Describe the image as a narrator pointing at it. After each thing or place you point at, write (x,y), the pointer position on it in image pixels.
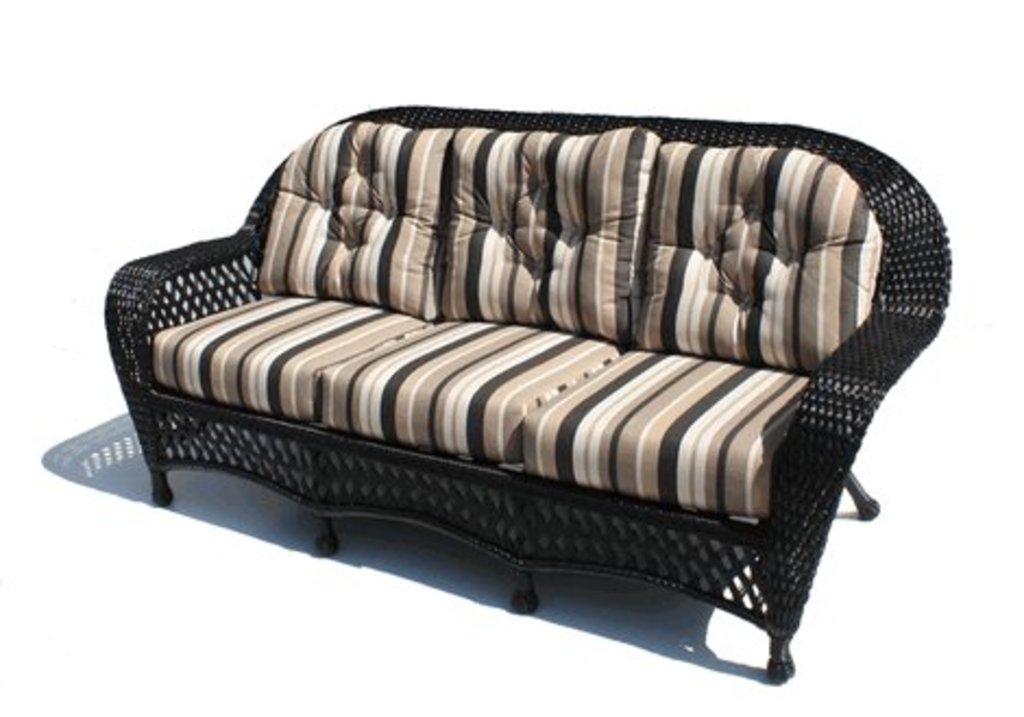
In the picture there is a sofa (382,236) of black color border (773,474) and brown and cream colored seats (476,399), in the background (301,133) it is white color.
